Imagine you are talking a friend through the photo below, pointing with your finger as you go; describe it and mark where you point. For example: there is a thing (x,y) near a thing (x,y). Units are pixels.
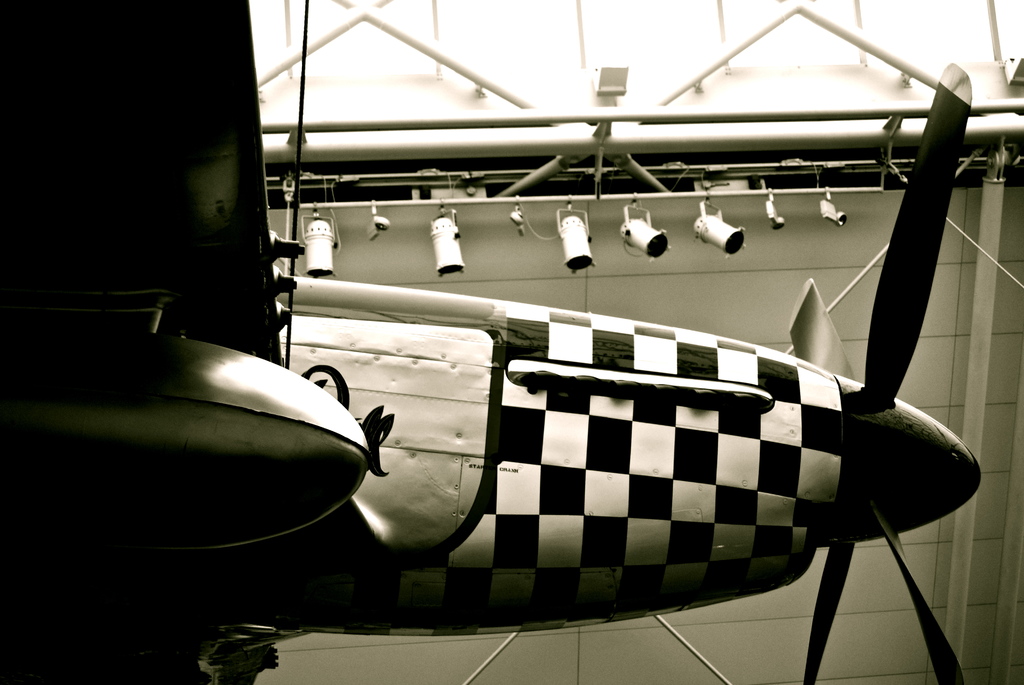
In the image we can see a propeller plane (455,467), these are the iron poles (592,137) and lights (654,255).
